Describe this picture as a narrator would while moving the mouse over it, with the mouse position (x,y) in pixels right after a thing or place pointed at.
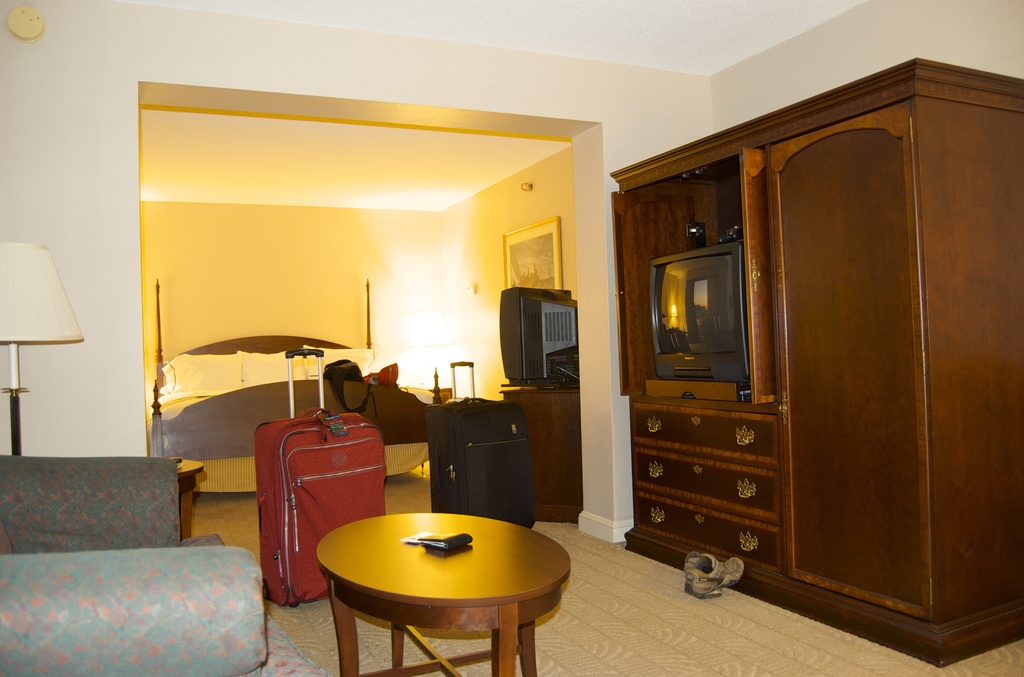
In this room (252,581) we can able to see a furniture (778,286) with television (724,366), luggage (307,475), table (423,522), couch (112,565), lantern lamp (26,332) with stand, bed (239,417) with pillows (258,369) and wallet (441,546). A picture (514,260) on wall (456,276).
